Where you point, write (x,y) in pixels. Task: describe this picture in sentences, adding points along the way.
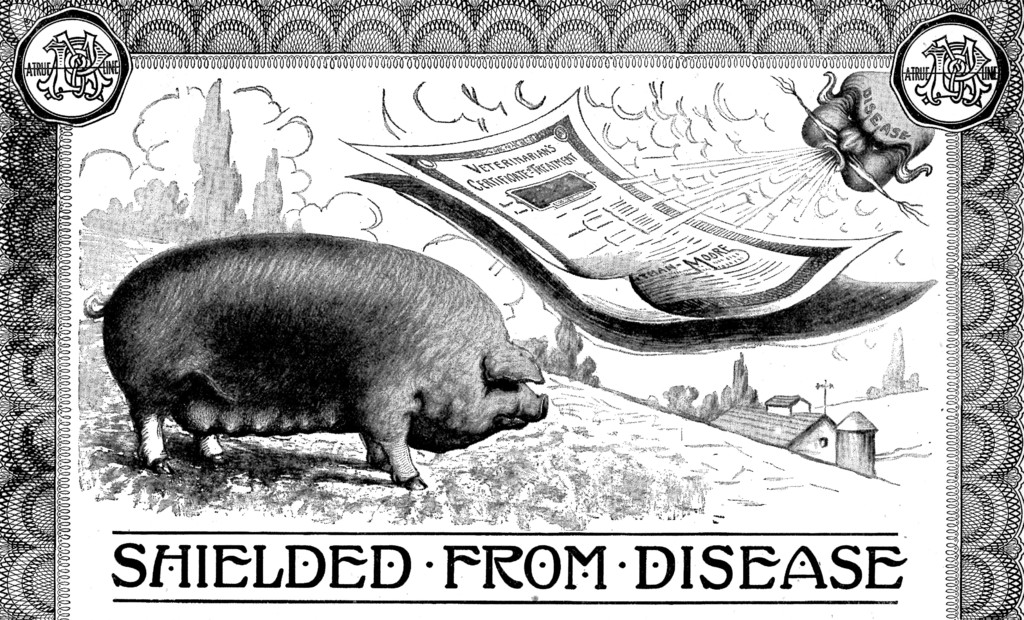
This is a painting where we can see one pig (447,292), paper (668,317), tree (275,215) and house (836,434). Bottom of the image (672,569) some text (186,572) is written.
